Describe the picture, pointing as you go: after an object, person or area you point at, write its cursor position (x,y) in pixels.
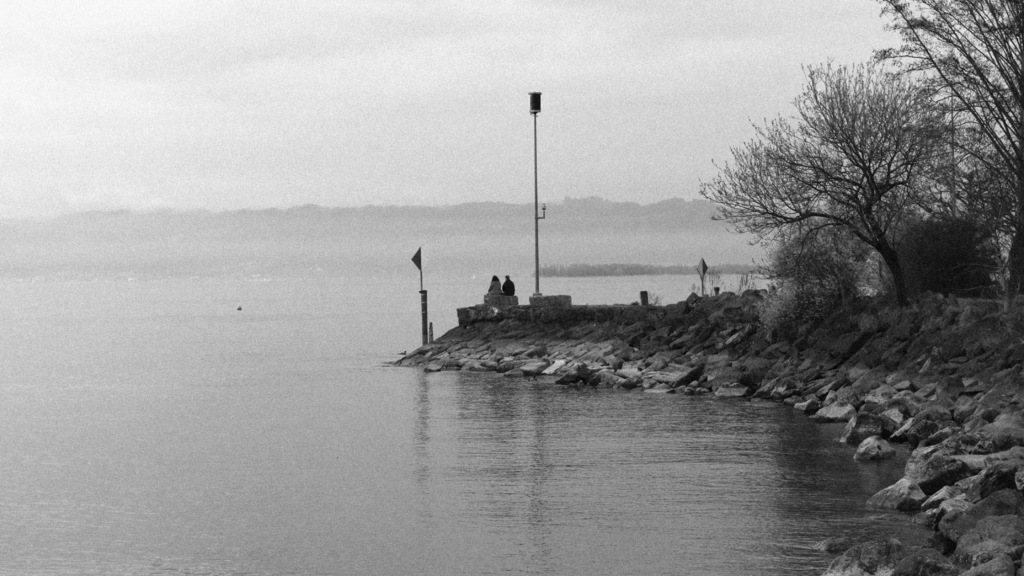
In this image we can see water (369,463), rocks (951,447), trees (898,225), poles (538,271), these two people (514,290) sitting on the rock (506,311), hills (572,223) and sky (391,117) in the background (603,100).
